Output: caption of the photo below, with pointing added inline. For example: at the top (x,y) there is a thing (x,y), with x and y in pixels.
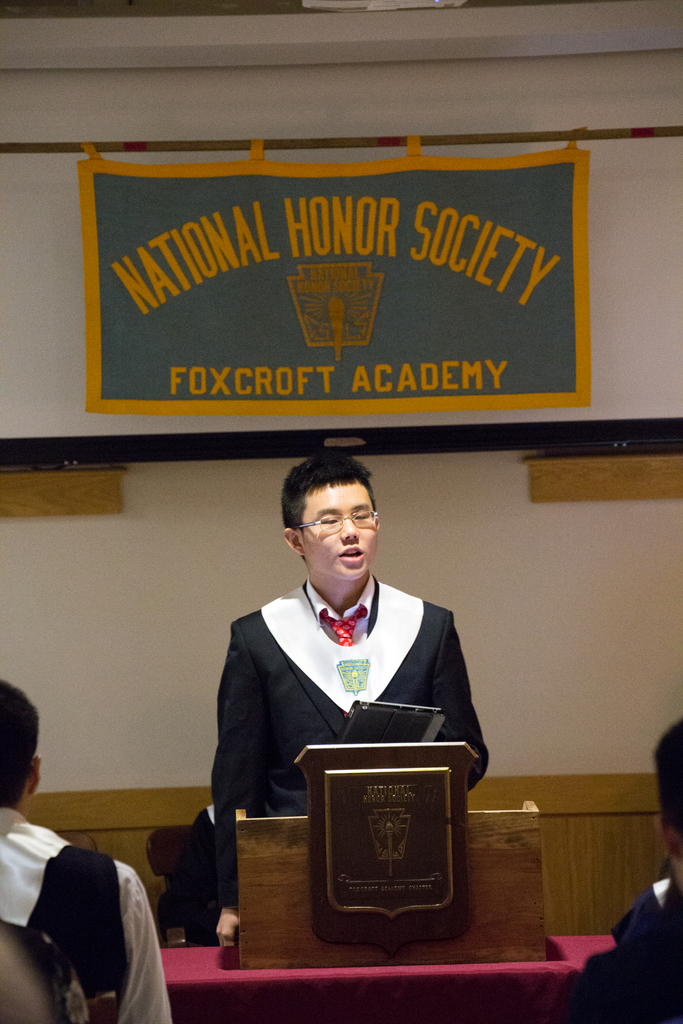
In the center of the image (305,490) there is a person (275,645) standing at the desk (386,867) holding a tablet (370,728). In the background (682,628) we can see banner (267,229) and wall (247,468). At the bottom (4,726) there are persons (32,1010).
